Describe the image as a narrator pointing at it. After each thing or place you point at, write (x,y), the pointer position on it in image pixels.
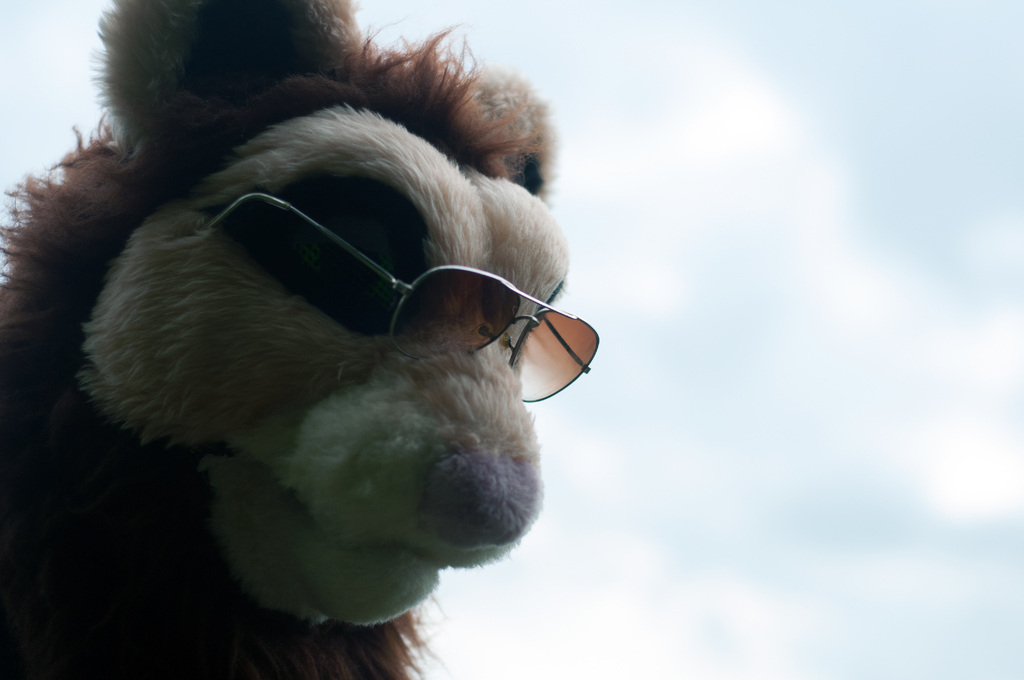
In the foreground of this picture (297,405), we see a toy (449,424) wearing spectacles (544,326). In the background (820,259), we see the sky (817,265).
